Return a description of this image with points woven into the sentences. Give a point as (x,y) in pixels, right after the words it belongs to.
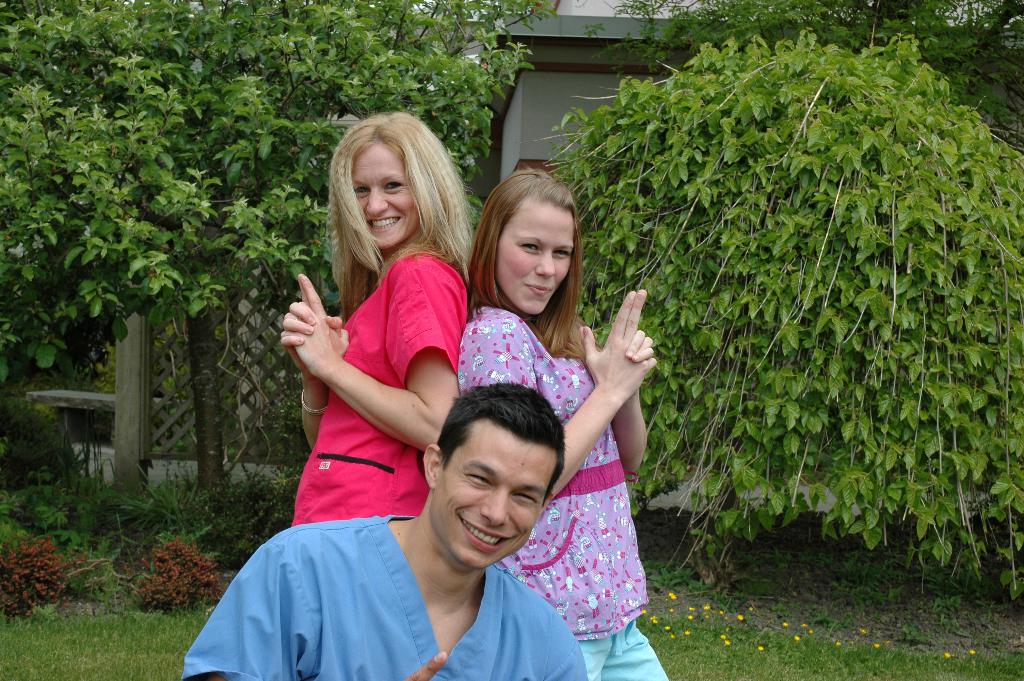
In this image I see a man (489,487) and 2 women (375,306) and I see that all of them are smiling. In the background (9,617) I see the green grass (156,618), plants (17,548) and the trees (1021,470) and I see the fencing (147,359) over here and I see the white wall (524,98).
